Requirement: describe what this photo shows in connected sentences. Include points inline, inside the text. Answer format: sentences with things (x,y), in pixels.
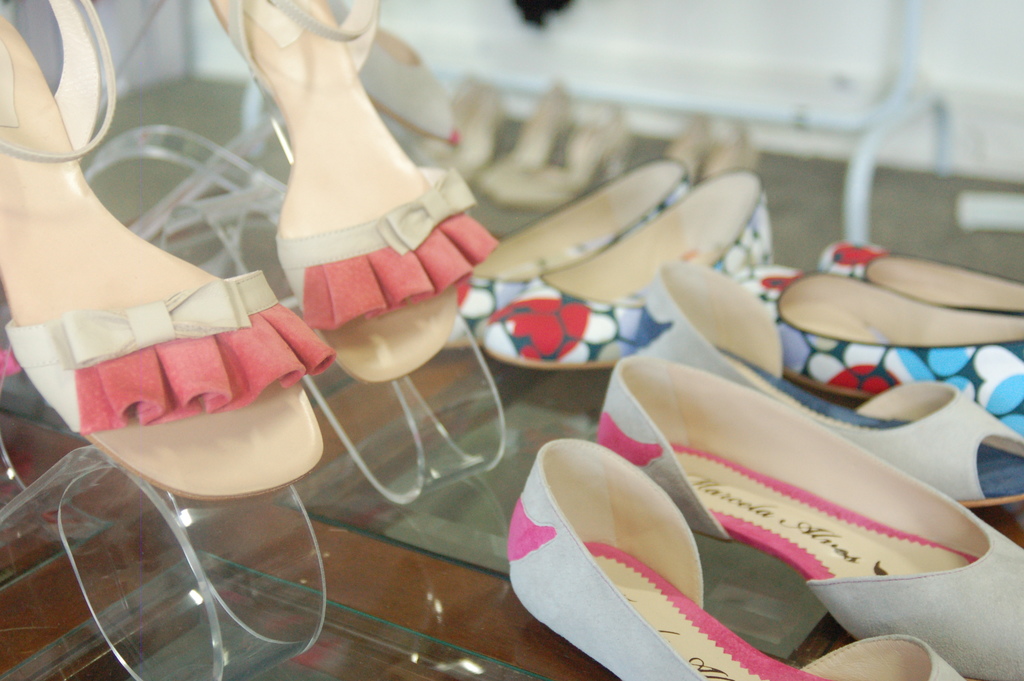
In the image we can see there are shoes (700,428) and sandals (37,226) which are kept on shoe stand (387,538).
